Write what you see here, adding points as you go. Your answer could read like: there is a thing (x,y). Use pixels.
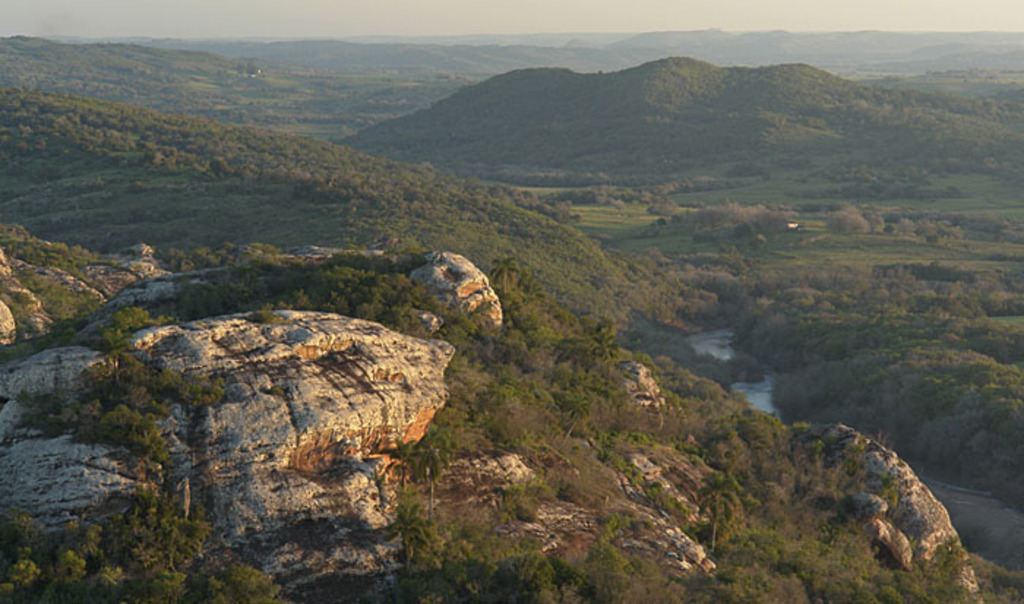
In this image I can see there is a mountain (460,121) and trees (402,186) on it. And there is a water (738,383) and a sky (263,5).
